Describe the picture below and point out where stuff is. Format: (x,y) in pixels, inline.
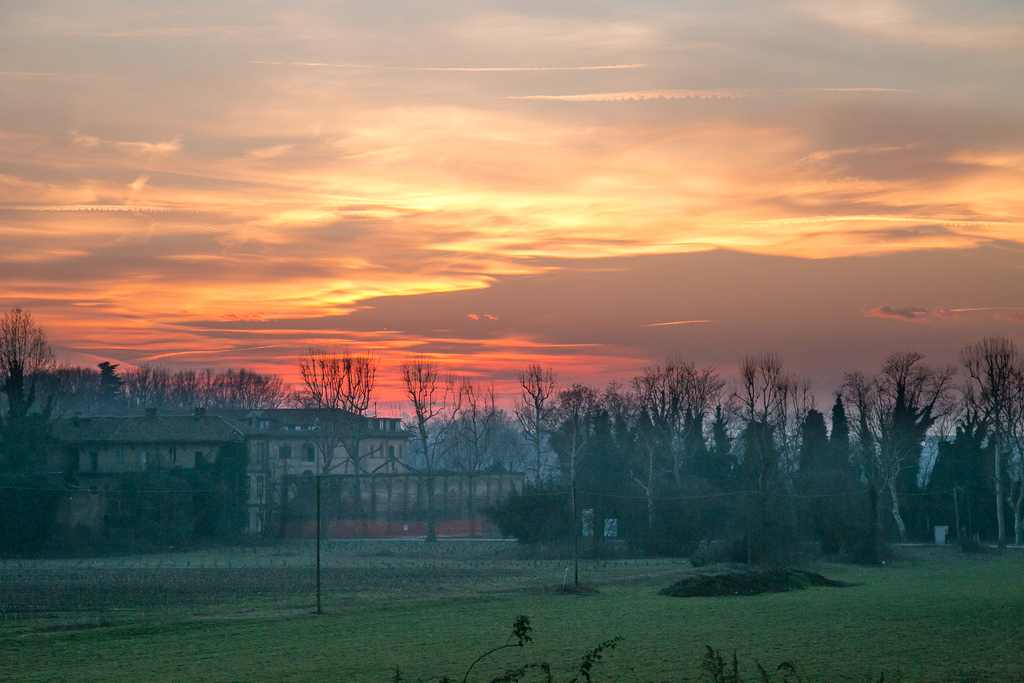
There are trees (516,436), buildings (84,464) and grass (721,569) on the ground (432,617). In the background (945,289), there are clouds (500,121) in the sky (467,111).
